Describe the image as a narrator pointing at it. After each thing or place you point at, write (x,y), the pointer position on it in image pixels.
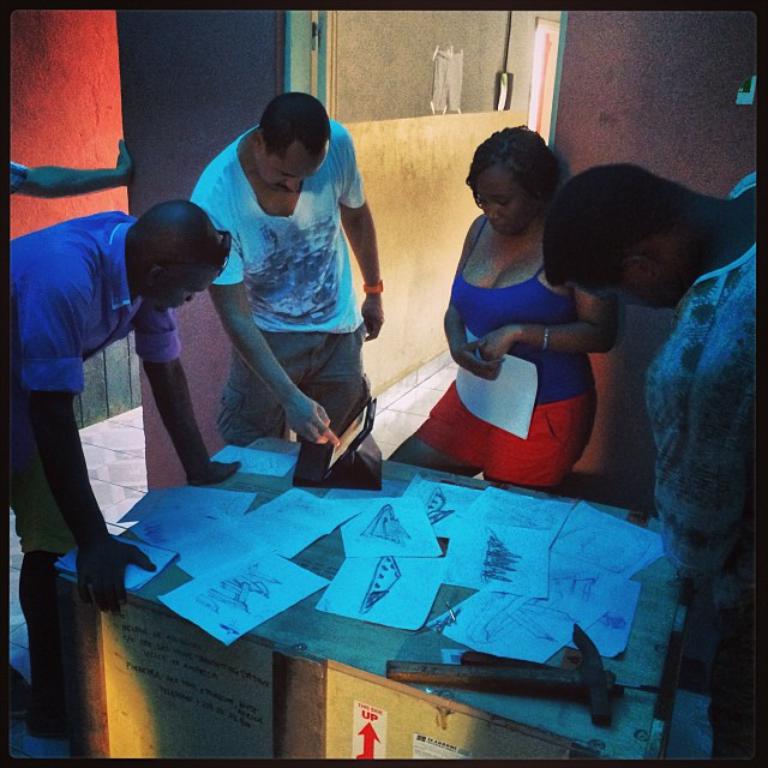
On this wooden table (623,666) there are papers (245,527), hammer (592,647) and device (349,433), Around this wooden table (641,593) there are people (536,328). This woman (505,348) is holding a paper (494,398). Papers (446,62) are on the wall (379,76).
